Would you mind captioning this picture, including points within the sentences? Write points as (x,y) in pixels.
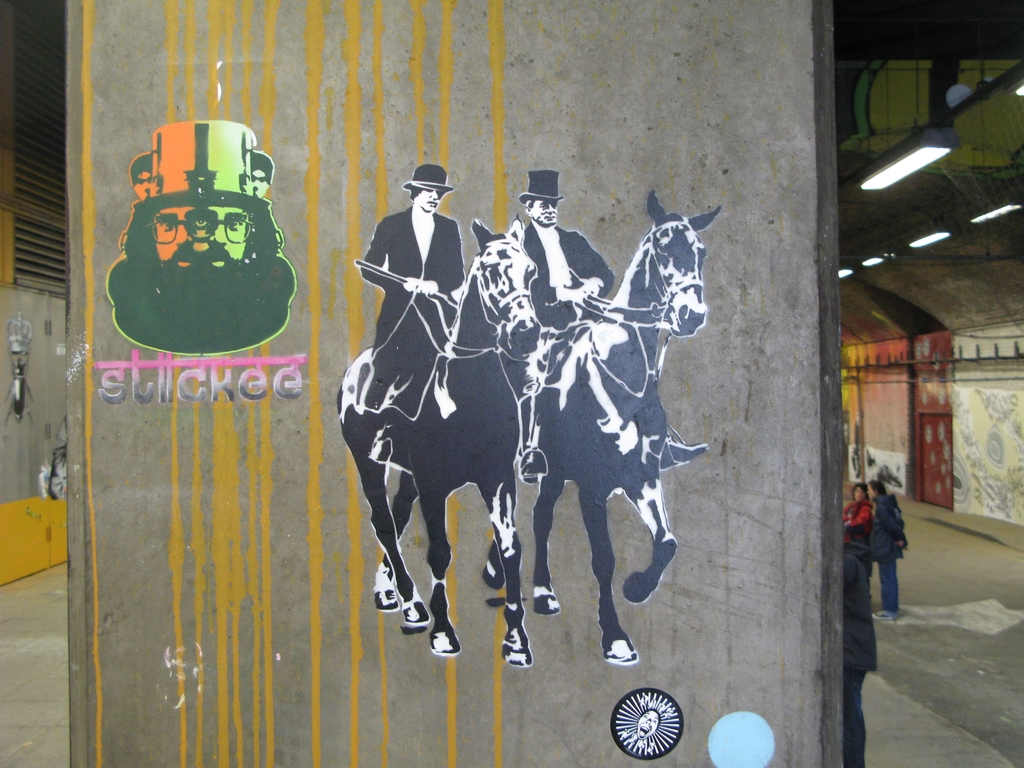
In this image there is a painting (388,271) on the wall (505,389) which has two men (537,474) riding horses (588,379).
